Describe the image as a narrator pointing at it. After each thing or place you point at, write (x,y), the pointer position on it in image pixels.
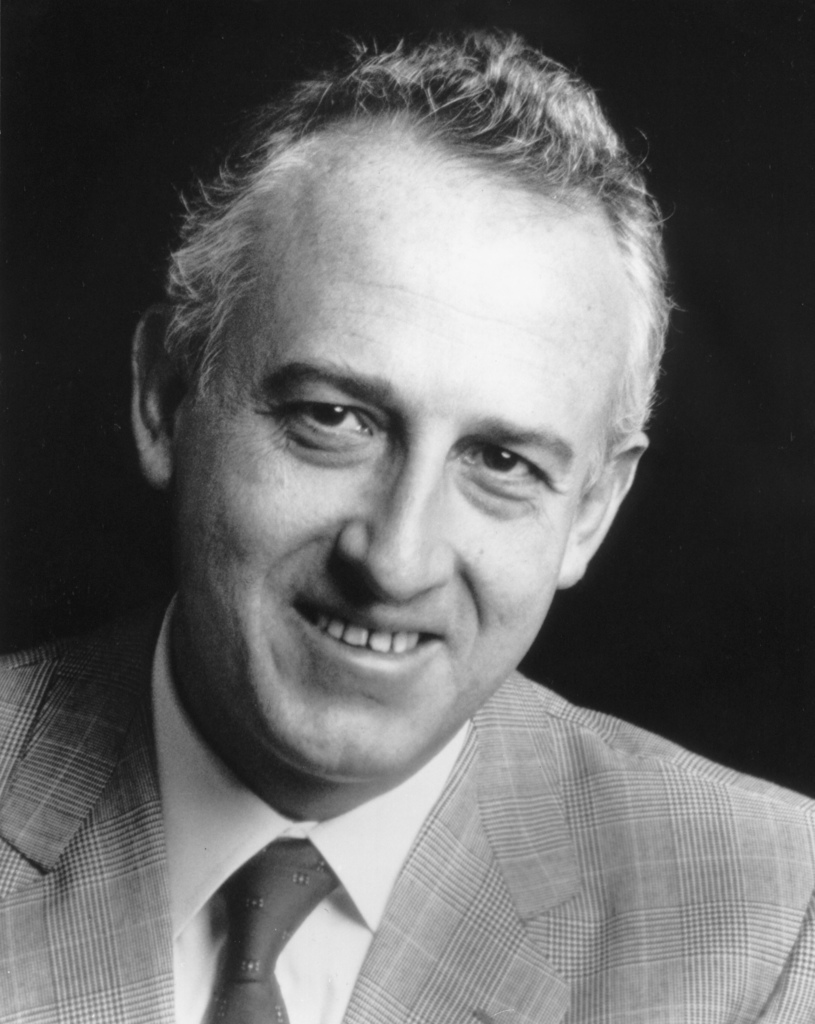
In the picture we can see a black and white photograph of a man (282,764), he is in blazer (707,879), tie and shirt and he is smiling and behind him we can see dark.
